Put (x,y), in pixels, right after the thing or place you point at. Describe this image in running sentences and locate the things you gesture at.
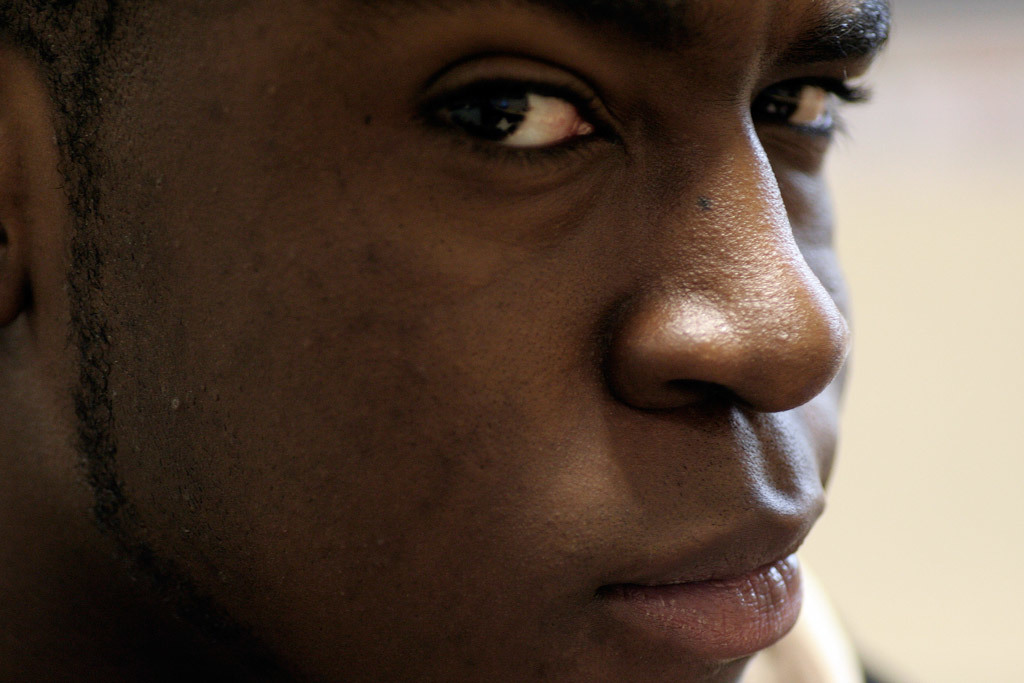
In this image I can see a person (507,432).
